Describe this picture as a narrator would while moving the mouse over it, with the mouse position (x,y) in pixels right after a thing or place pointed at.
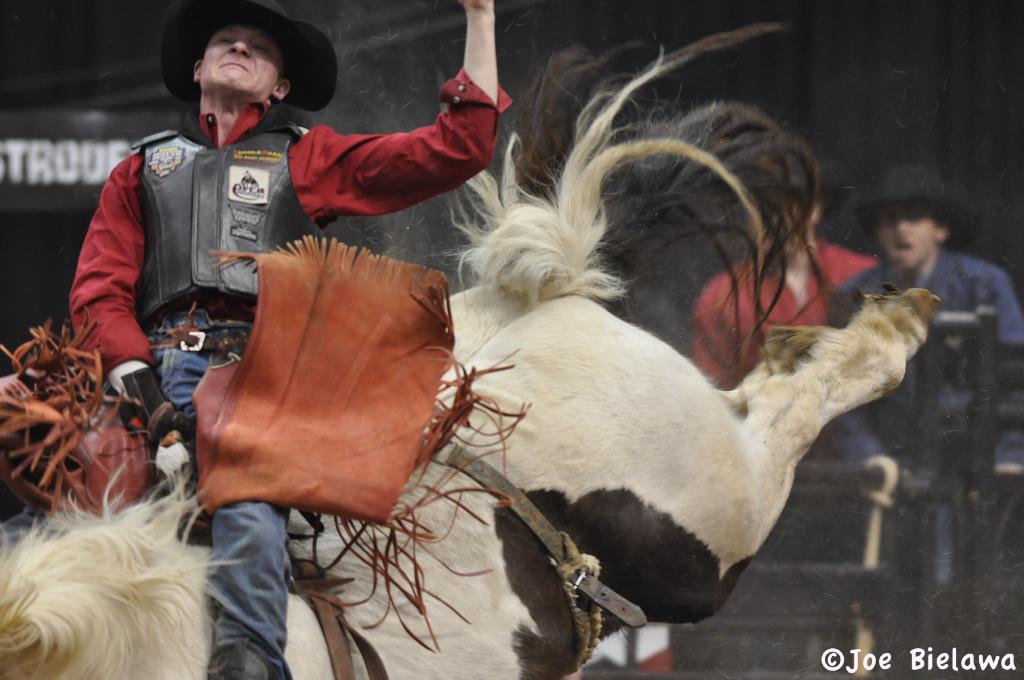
Here we can see a person (381,176) is sitting on the animal (599,180) and holding it, and at back (727,286) two people (741,282) are standing.
